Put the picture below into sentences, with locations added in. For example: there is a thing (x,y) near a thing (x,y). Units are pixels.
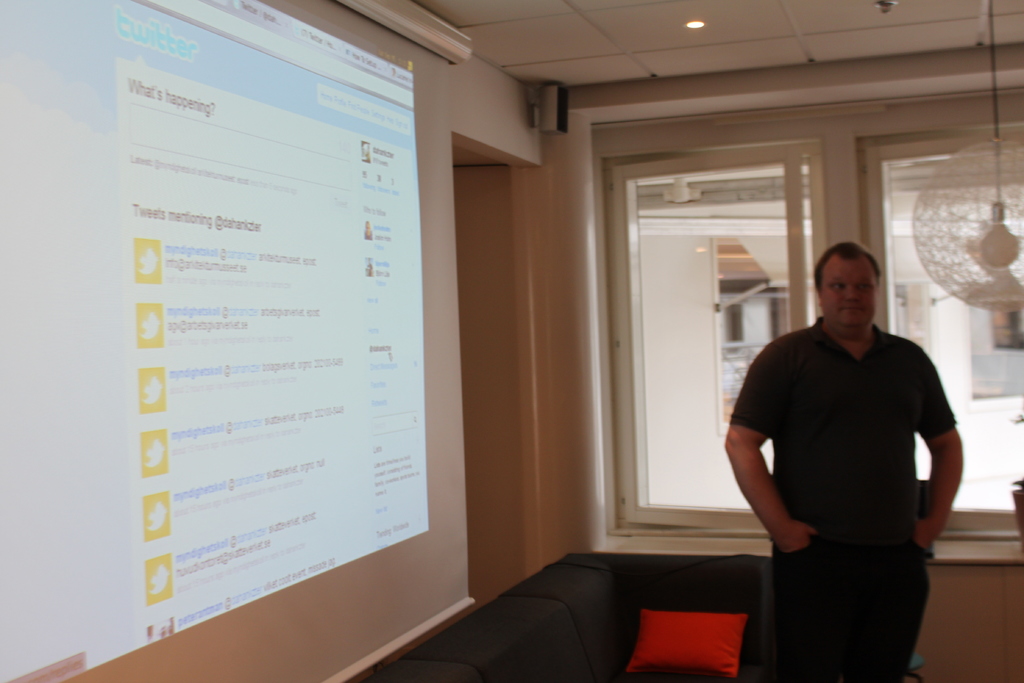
In this picture we can see a person (819,506) is standing and on the left side of the man (792,502) there is a red cushion (663,630) on the couch (512,643). On the left side of the couch (406,654) there is the projector screen (222,421). At the top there is the ceiling light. Behind the man (833,367) there is a glass window (660,265) and an object (991,203). Behind the window (723,280), there are some blurred objects (729,301).
